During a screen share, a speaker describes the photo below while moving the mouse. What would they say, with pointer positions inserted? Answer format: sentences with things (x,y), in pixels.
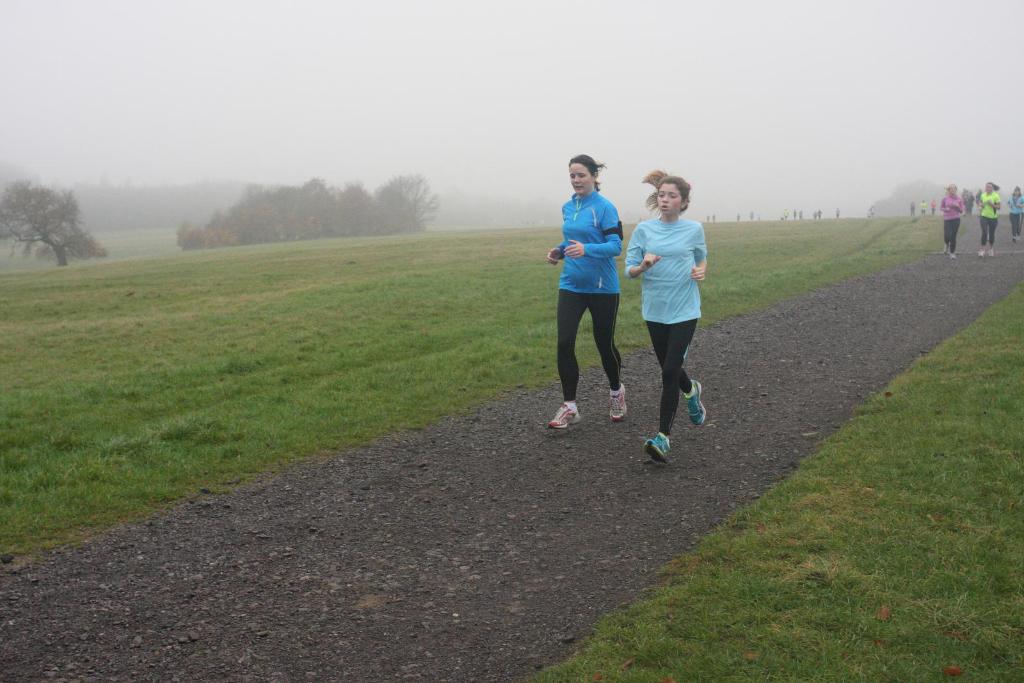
In this image we can a few people (951,221) running on the ground (587,427), there are some trees (206,235), grass (94,269), also we can see the sky (699,115).
